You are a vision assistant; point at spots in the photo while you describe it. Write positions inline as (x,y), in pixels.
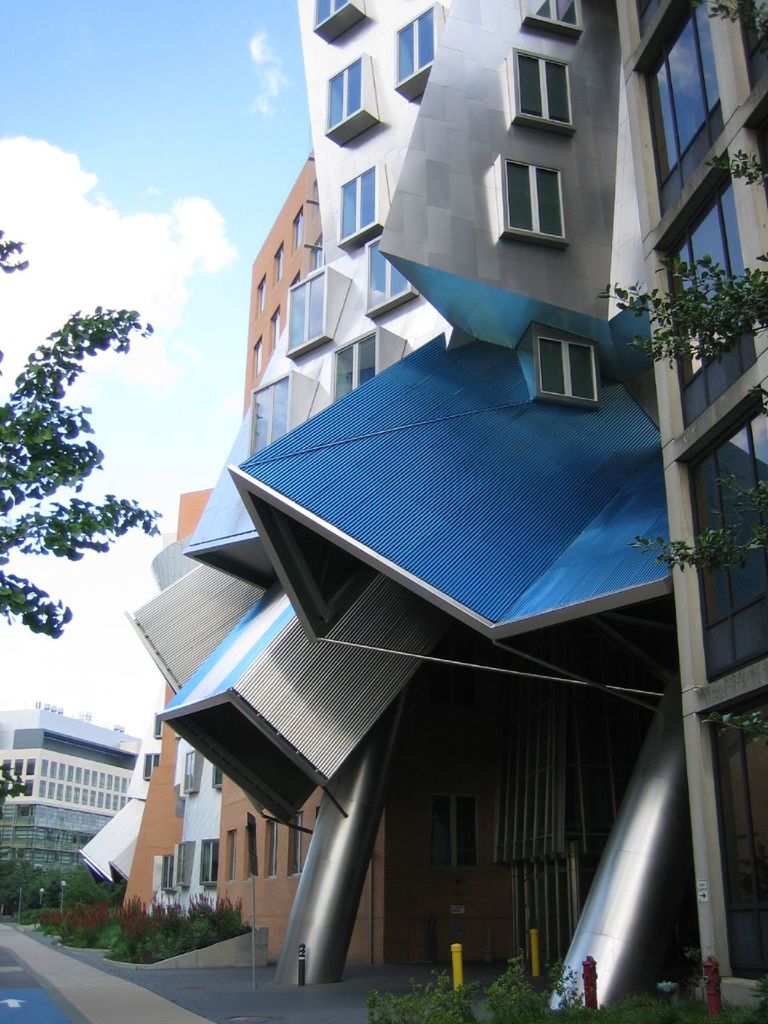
In this image I can see on the right side (729,555) there are very big buildings (505,658) and also trees (737,156). At the top (142,224) it is the cloudy sky (128,224).
